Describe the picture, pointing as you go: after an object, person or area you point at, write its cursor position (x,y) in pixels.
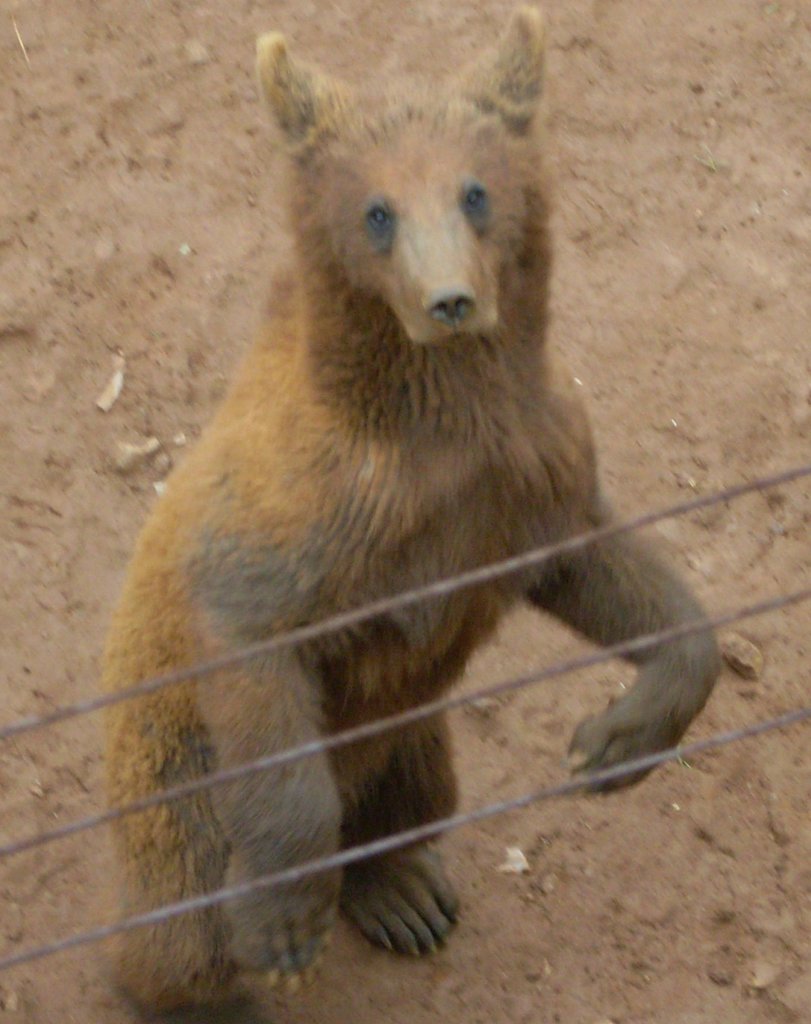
In this image we can see an animal (278,500) and also three wires (742,490). In the background (526,667) we can see the ground (690,778).
